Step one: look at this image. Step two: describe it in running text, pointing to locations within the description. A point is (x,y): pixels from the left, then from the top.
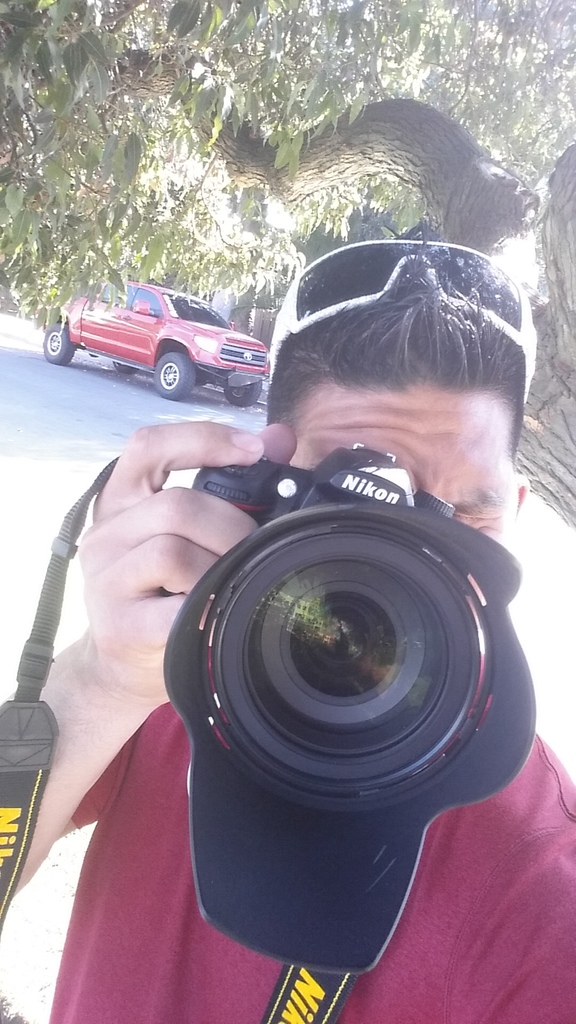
In the center (332,397) we can see one person (111,889) holding camera (322,724) and he is wearing glasses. In the background (316,148) there is a tree (398,168), road (11,411) and one vehicle (187,363).
